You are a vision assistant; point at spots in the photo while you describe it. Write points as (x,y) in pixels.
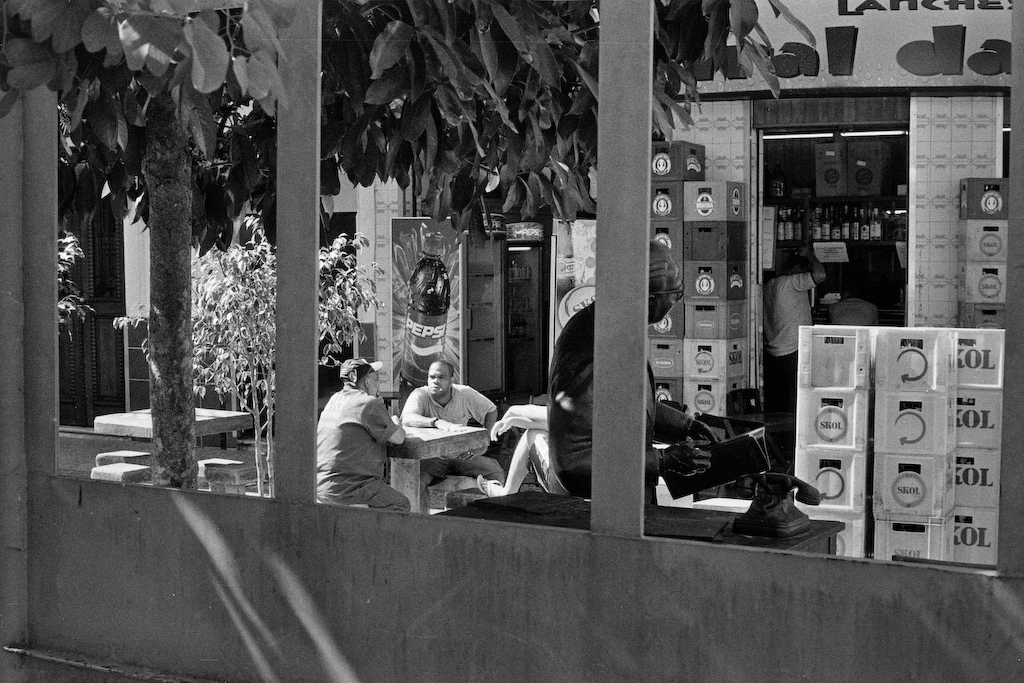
In this image there are people (377,416) and we can see tables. There are trees (64,322). In the background (550,321) there a store (762,348) and we can see refrigerators (554,333). There are containers (856,364) and we can see bottles (826,226). There is a board (785,48).
